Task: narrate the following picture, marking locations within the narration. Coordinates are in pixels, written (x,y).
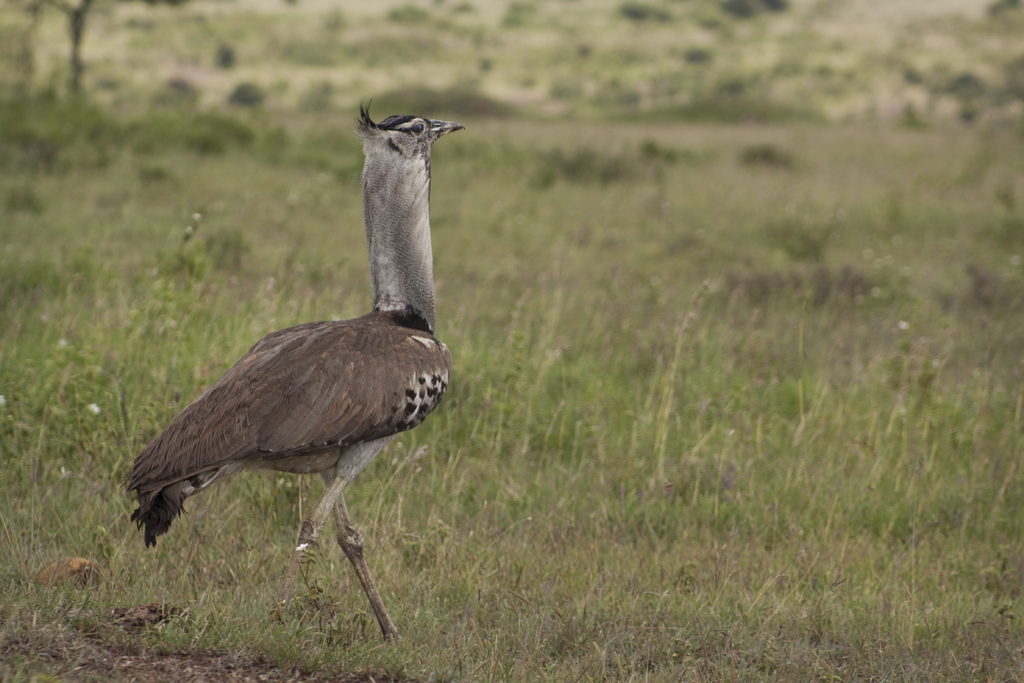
In the image there is a grass (740,529) all over on the ground (668,365) and a bird (407,266) is standing in between. The bird feathers (272,407) are in brown colour and her head part (401,176) is in ash colour, her eyes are black and she has long beak (453,132).
